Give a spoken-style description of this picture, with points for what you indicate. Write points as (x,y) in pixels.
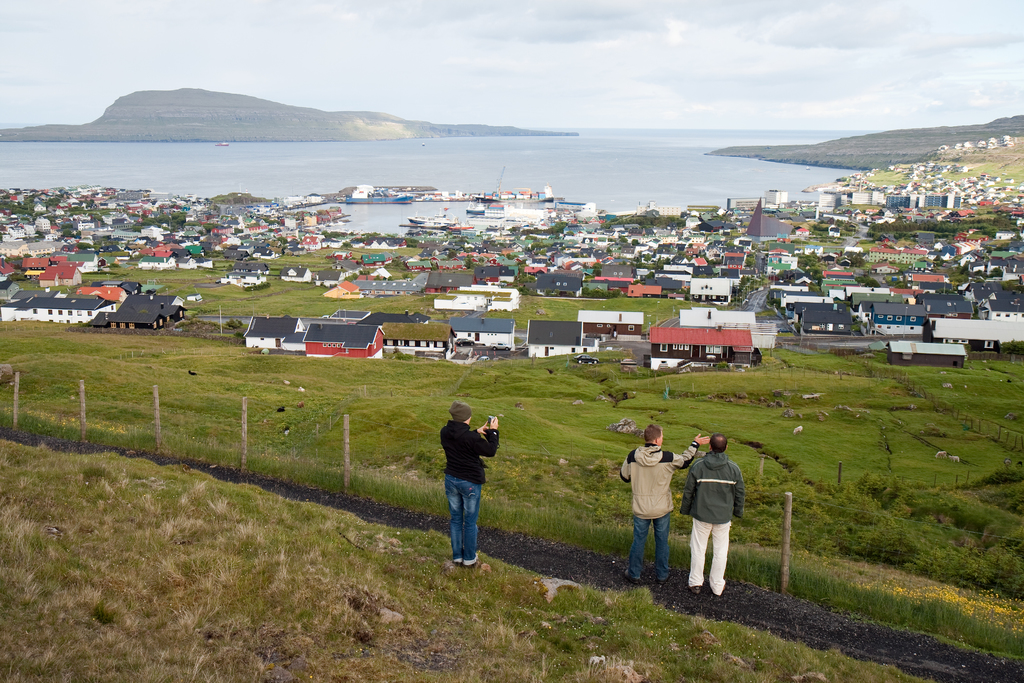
In this image in the center (522,428) there are persons (466,488) standing and there is grass (675,508) on the ground (678,531) and in the background (362,236) there are buildings (642,273), there is an ocean (502,169) and there is a mountain (208,105) and the sky (582,56) is cloudy.
